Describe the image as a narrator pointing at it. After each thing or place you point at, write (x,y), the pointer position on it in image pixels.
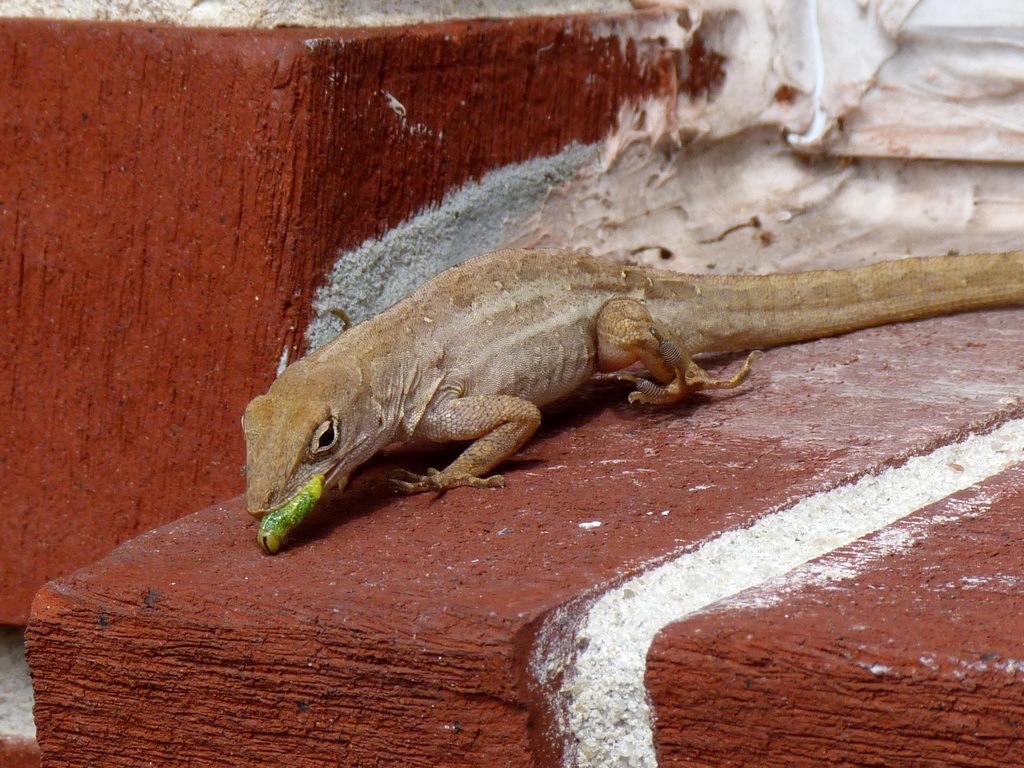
In this picture I can see a green color thing (263,521) in the lizard's mouth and I can see the red and white color things (66,461).
